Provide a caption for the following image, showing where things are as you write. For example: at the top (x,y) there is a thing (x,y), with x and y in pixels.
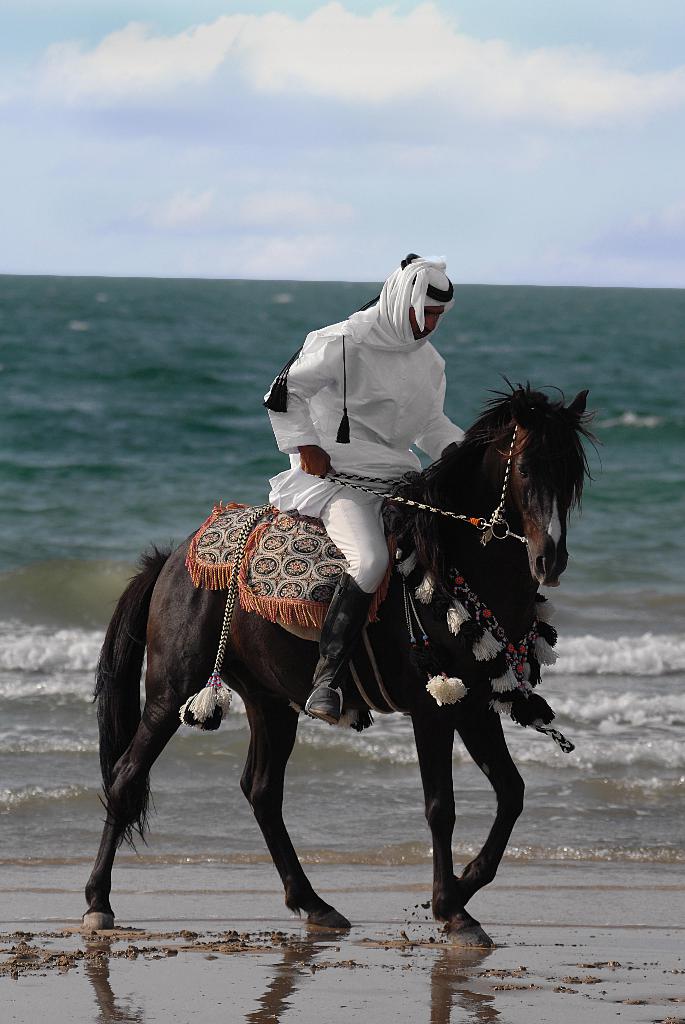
This image is taken near the sea shore (240,943) where there is a man (303,475) sitting on the horse (421,605). And there is a sea water (233,403) behind, At the background (236,403). A man (382,400) is wearing a white dress (390,426) and a black shoes (338,652). A horse (482,568) is decorated with its things (441,510). And at the top of the image (355,55) i can see a sky (338,126) with clouds (383,86).
